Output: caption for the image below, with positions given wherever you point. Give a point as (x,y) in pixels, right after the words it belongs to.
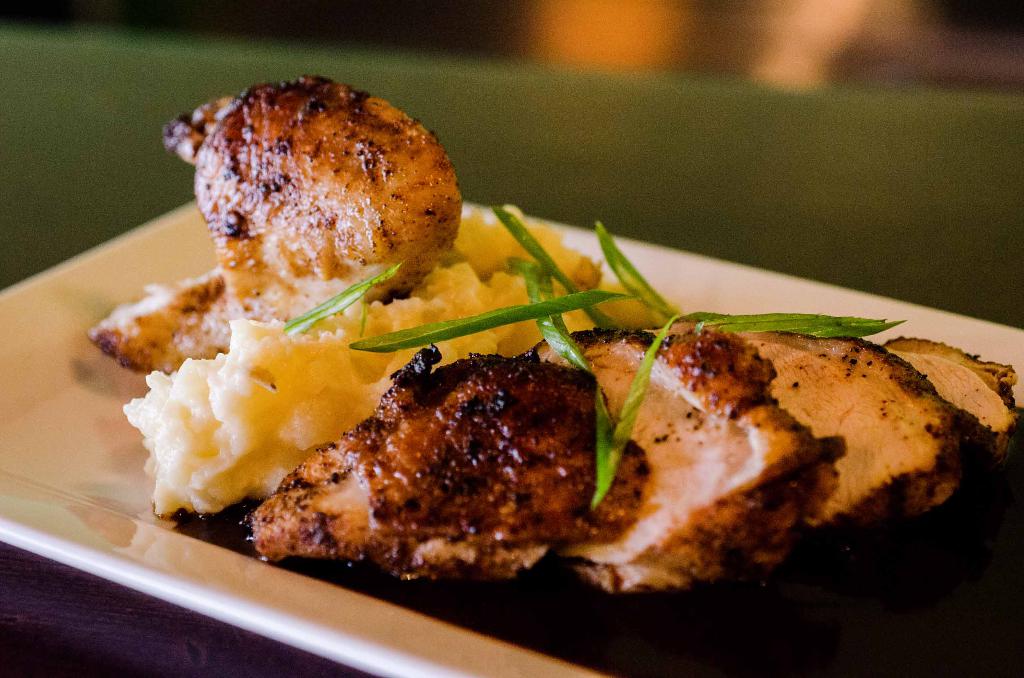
In this image, we can see food (304,409) on the plate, which is placed on the table (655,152).
